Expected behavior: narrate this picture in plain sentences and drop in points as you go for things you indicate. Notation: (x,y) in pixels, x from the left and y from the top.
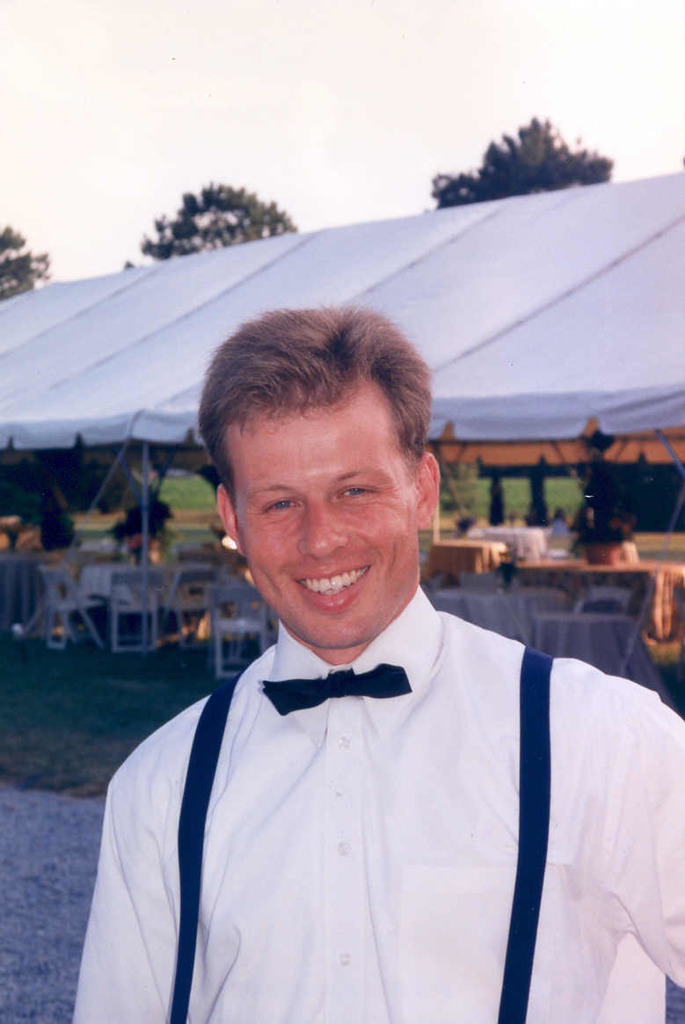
In this image I can see a person (399,752) wearing a white color shirt (358,739) and he is smiling, at the top (206,129) I can see tent (549,345) and the sky (562,104) and under the tent (555,353) I can see tables (97,593) and chairs (90,631) and persons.
